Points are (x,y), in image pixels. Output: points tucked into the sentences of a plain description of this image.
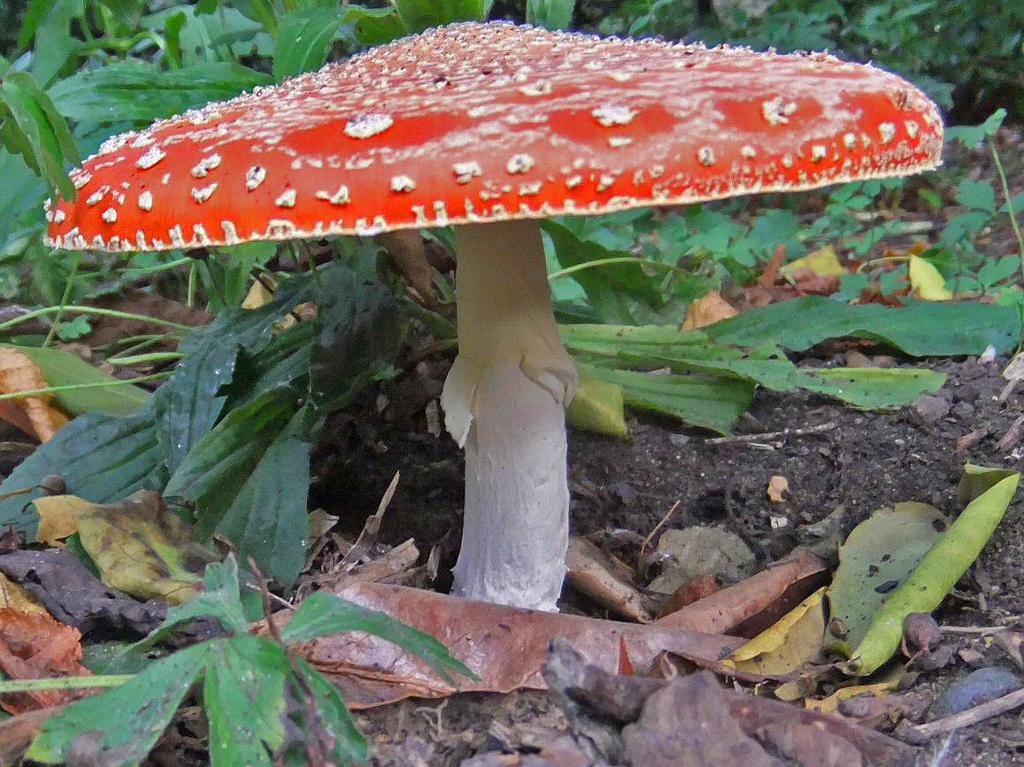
There is an orange color mushroom (555,132) on the ground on which, there are dry leaves (815,639) and stones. In the background (54,71), there are plants (1002,12) on the ground (981,246).
